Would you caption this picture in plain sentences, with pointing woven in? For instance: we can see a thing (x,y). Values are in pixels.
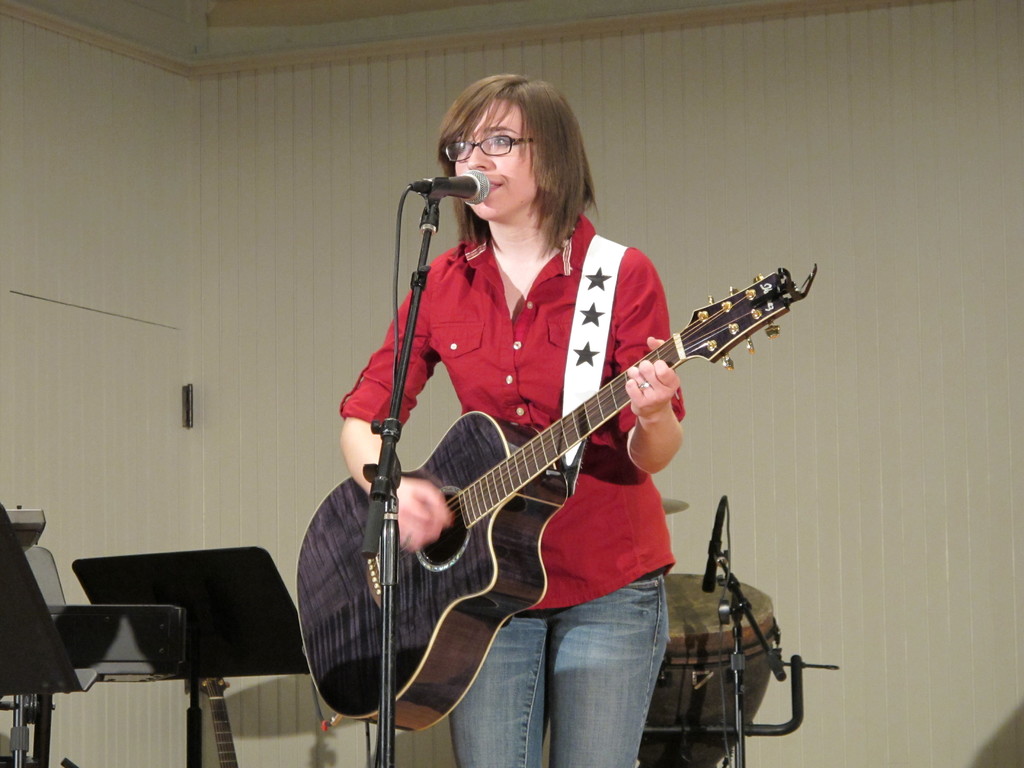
In this image there is a woman (501,689) standing and playing a guitar (346,589) and singing a song in the microphone (486,190) and at the background (12,647) there are music stands (25,632), drum (765,629), microphone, wall (154,363).
